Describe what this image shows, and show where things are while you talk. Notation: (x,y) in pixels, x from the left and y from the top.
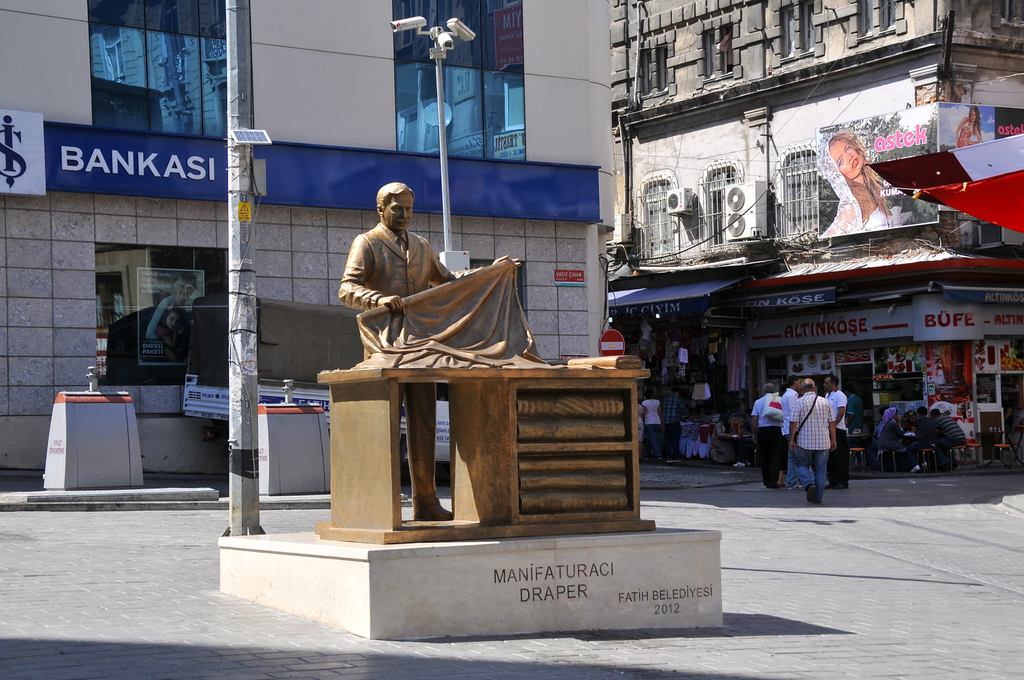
In this picture we can see a statue (381,327) of a person (388,248) and a table (384,435) on the path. Behind the statue (403,296) there is a vehicle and poles (436,49) with CCTV cameras (444,37). Behind the people (817,444) there are buildings (315,44) with name boards (499,180) and hoardings (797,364). We can see some people (785,424) are standing, some people (803,402) are walking on the path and some people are sitting on chairs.
